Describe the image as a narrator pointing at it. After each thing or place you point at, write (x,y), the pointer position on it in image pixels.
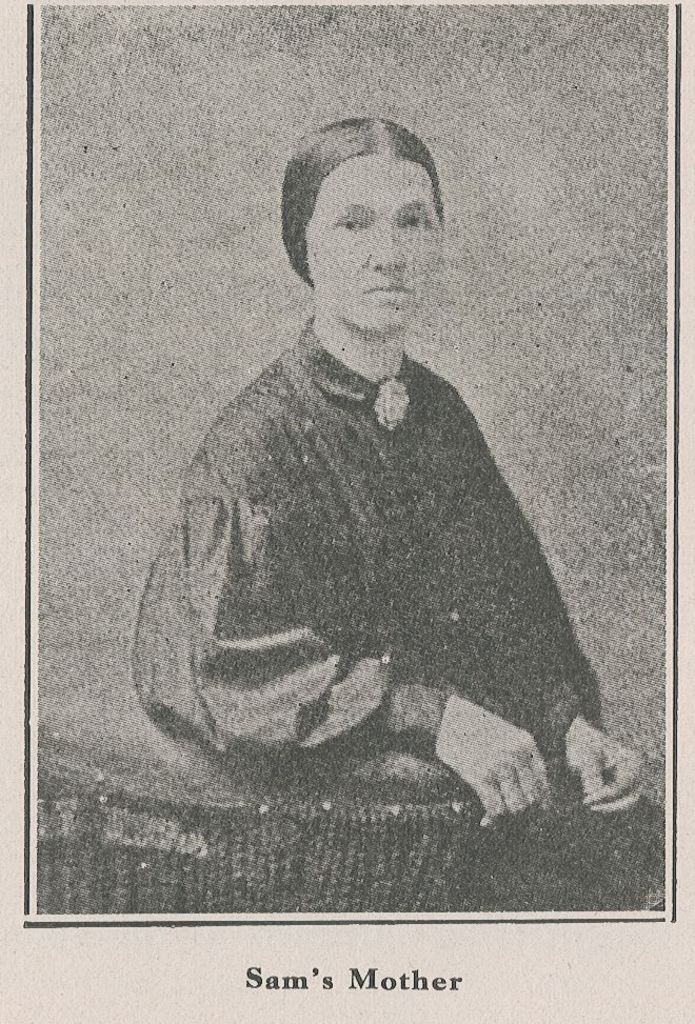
In this image, I can see a paper (364,813) with the photo (249,678) of a woman (410,672) sitting on a chair (275,809). At the bottom of the image (265,982), there are words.
